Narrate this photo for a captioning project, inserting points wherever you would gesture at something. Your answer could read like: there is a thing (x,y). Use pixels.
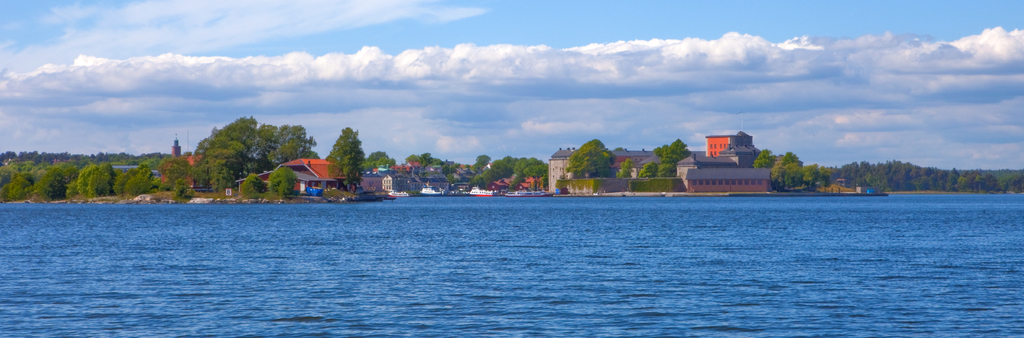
In this image there is a sea (408,284) at bottom of this image (436,286) and there are some buildings (367,179) and trees (209,175) in middle of this image (652,176) and there is a cloudy sky (456,95) at top of this image (463,94).
